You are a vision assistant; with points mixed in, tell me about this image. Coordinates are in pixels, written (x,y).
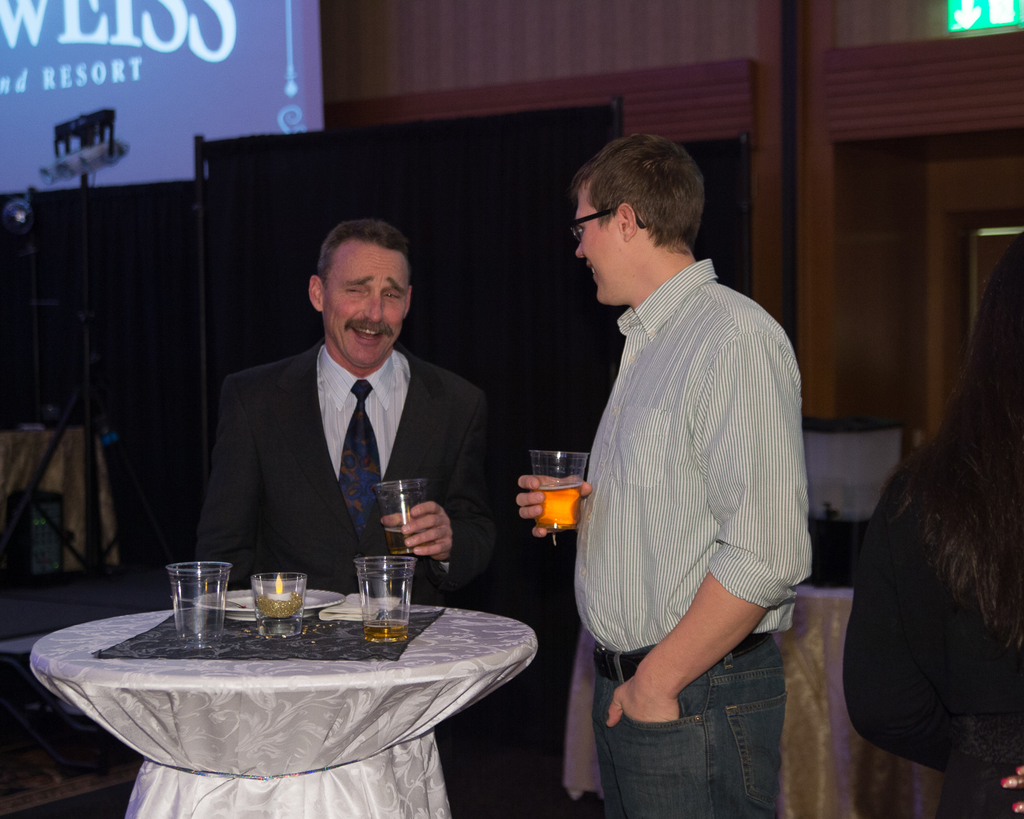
There are two men (625,443) standing in front of a table (118,634) on which two glasses (378,615) were placed. Both of them were holding glasses (567,477) in their hands (533,497). In the background (249,67) there is a projector display screen (218,60) and a wall (536,55) here.
